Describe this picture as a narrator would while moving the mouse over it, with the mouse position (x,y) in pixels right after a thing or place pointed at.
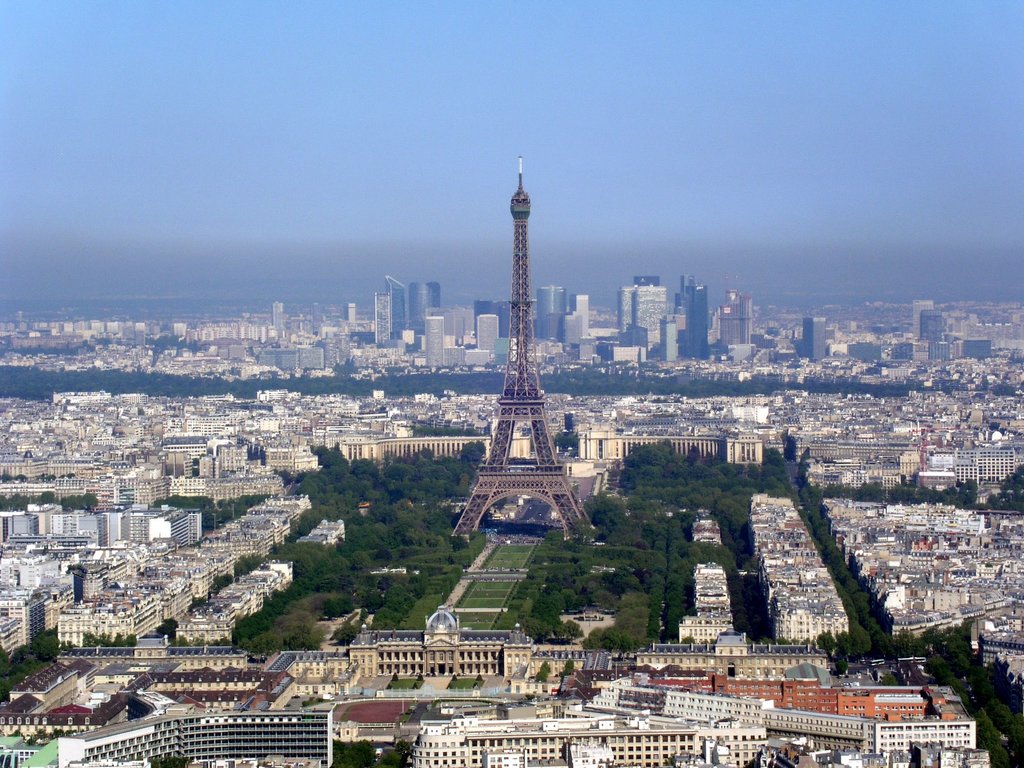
In this image, I can see an eiffel tower (554,451). This is the view of the city (869,492) with skyscrapers (732,330) and buildings (158,528). These are the trees (443,518).
